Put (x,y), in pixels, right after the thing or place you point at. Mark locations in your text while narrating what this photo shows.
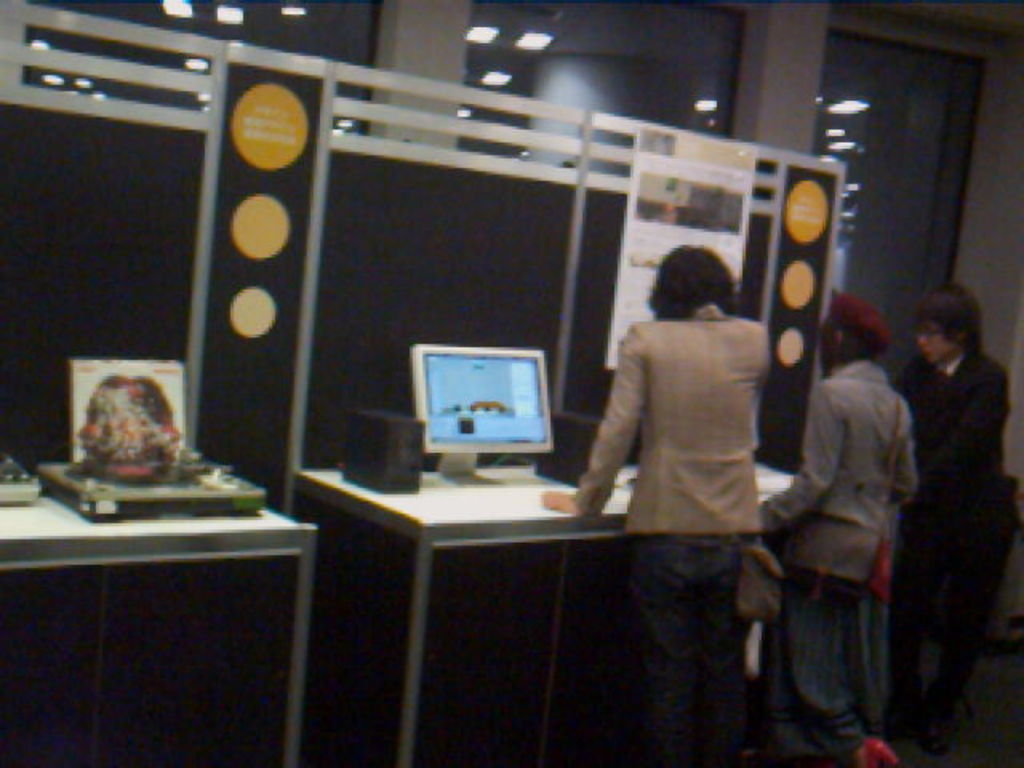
In the image we can see there are people (807,451) who are standing and on table (430,491) there is a monitor (487,451).
